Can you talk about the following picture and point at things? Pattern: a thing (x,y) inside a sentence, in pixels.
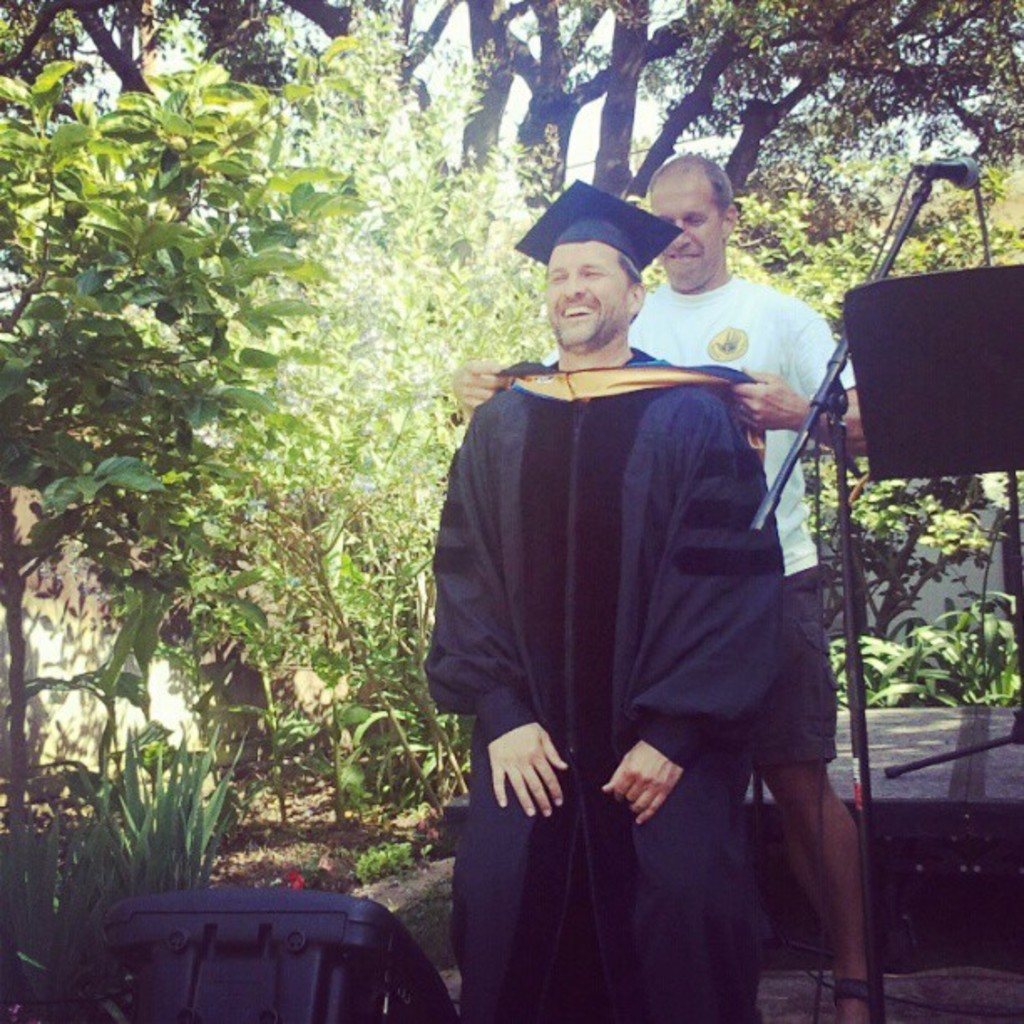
In this image we can see two persons (634,295) standing and smiling, there are some trees (134,468), plants (387,728), mic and some other objects (902,398), also we can see the wall (94,606) and the sky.
